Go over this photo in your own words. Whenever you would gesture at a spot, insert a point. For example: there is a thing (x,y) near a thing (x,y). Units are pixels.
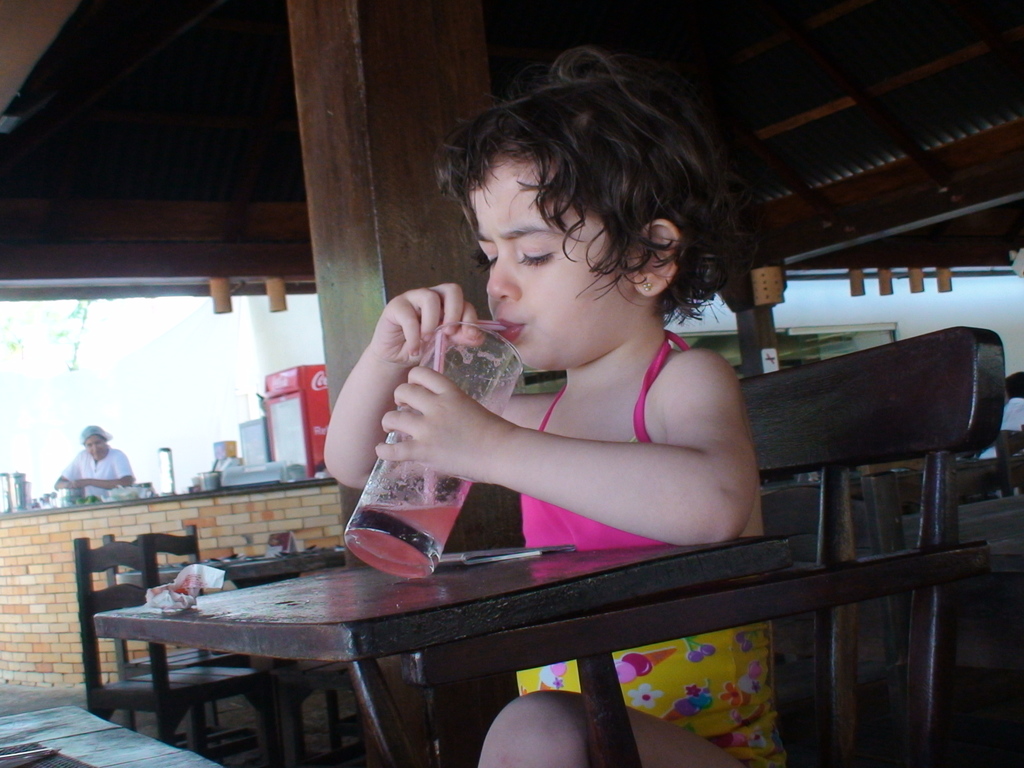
She is sitting on a chair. She is drinking a juice (415,525). There is a table (324,586). There is a tissue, knife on a table (497,617). There is an another person (97,466) on the left side (97,452). He is standing. He is wearing a cap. The refrigerator (285,432) and table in the center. We can see in the background (170,212), wooden roof (168,225).
